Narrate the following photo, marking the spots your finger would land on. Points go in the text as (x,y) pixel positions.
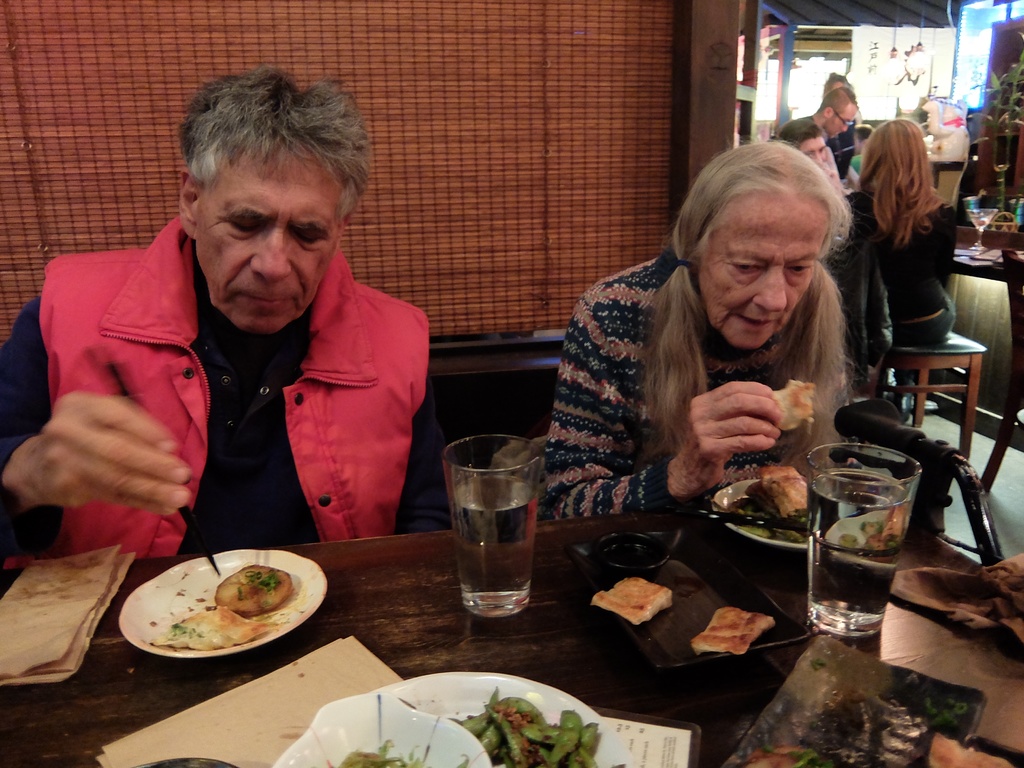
In this image there is one woman (743,222) and men (76,323) sitting in front of table (783,567), on the table (952,553) I can see plates (142,626) and glasses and food item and on the right side (939,231) I can see few persons (937,230) sitting on table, on table (974,316) I can see glasses (987,226) and I can see plants (1018,89) and lights (921,58) and doors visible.
